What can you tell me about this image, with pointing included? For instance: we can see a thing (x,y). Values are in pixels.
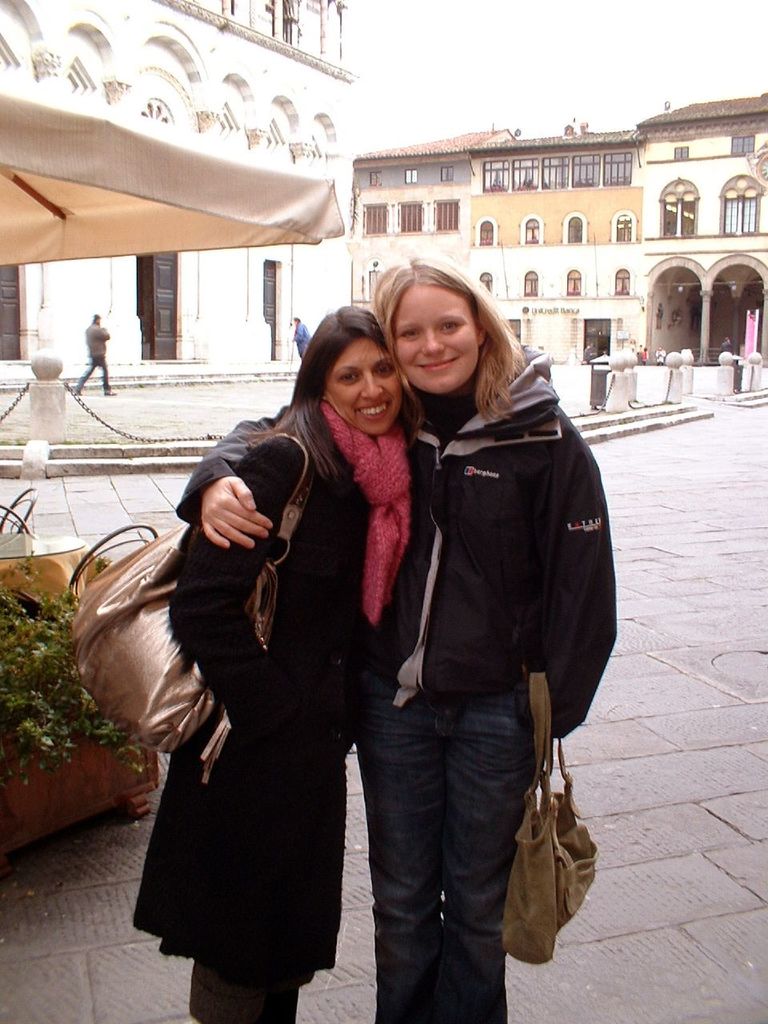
In this image, in the middle (487,507) there are two women (553,616) standing and they are carrying the bags (519,873), in the background (694,486) there is a floor (678,793) which is in white color, in the left side (29,701) there is a green color plants (8,726) and there is a white color shade (7,146), there are some building (55,288) in the background (230,276).
